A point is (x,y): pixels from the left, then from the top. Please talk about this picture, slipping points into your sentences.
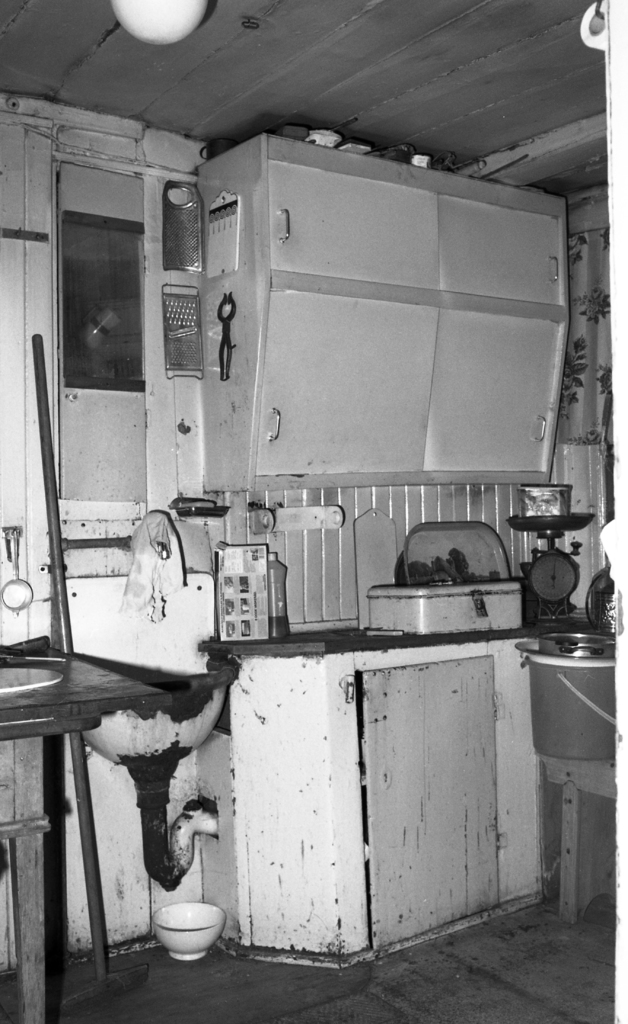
I see this is a black and white image and I see a cupboard (314,783) over here and I see many things (450,541) over here and I see the weighing machine (549,557) over here and I see the ceiling (413,108) and I see the floor (564,928).
